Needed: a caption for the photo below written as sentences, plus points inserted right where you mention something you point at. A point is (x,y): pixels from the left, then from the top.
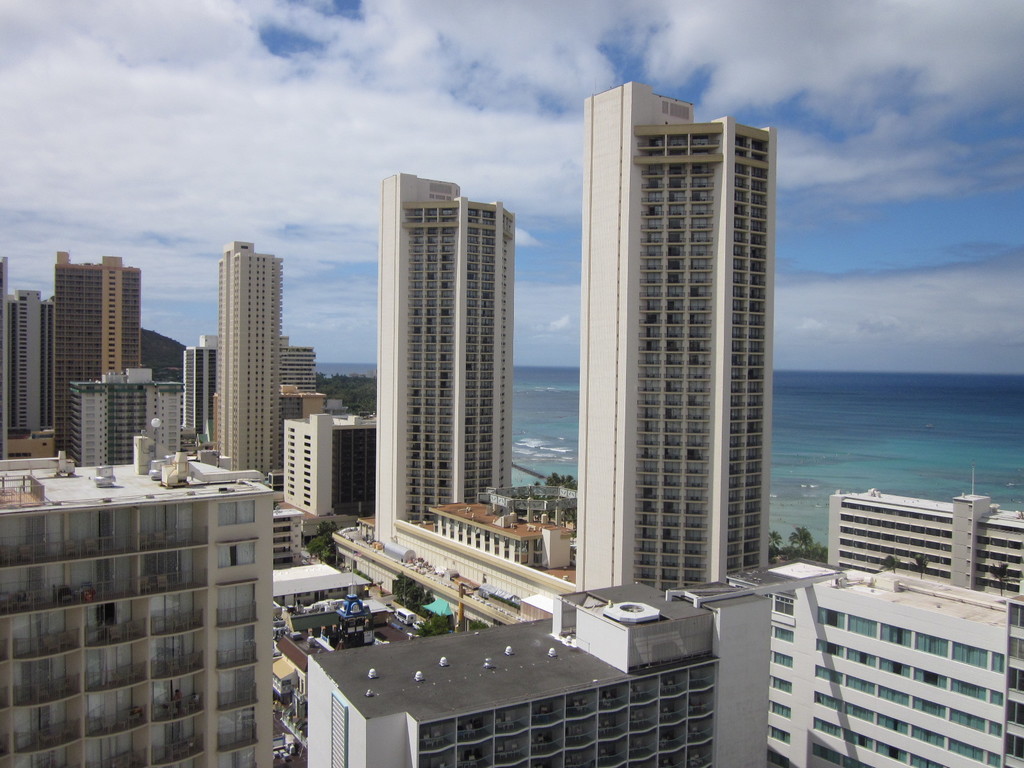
In this image there are some buildings (676,569) and skyscrapers (641,469), at the bottom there are some trees (421,611) and on the right side (815,404) there is a beach (847,421). On the top of the image (413,144) there is sky (353,127).
